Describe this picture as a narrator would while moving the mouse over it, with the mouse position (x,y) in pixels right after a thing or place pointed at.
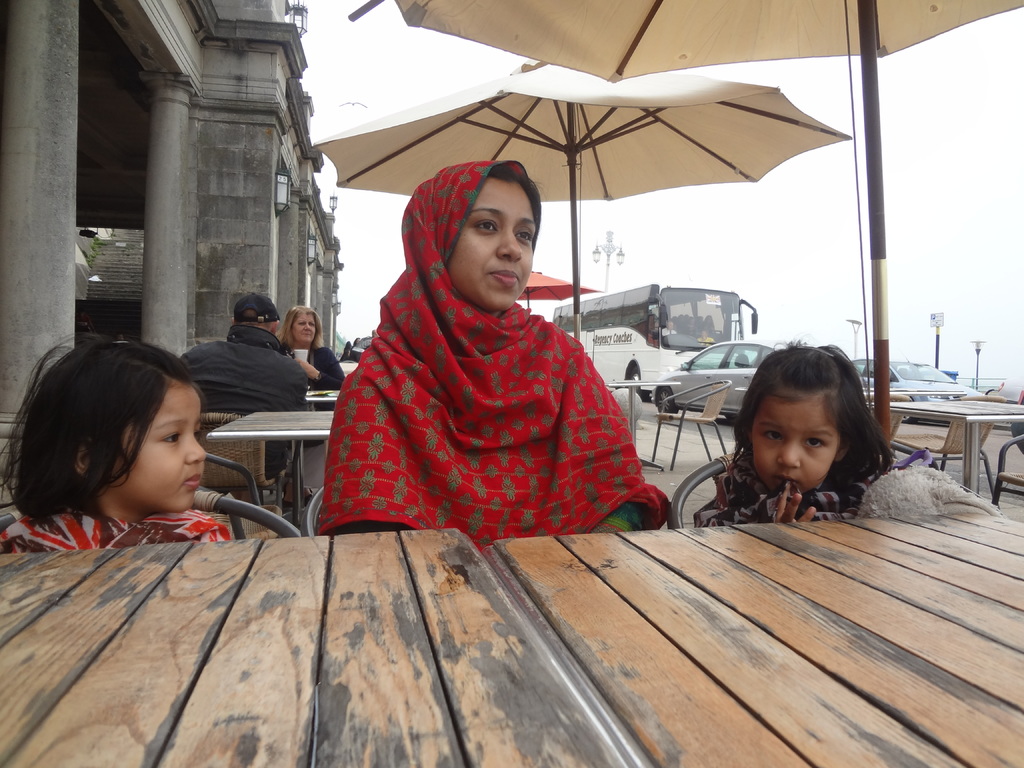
In this image there are a few people (423,500) sitting around the tables (453,564), umbrellas (547,171), a building (301,167), few vehicles (934,380) on the road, lights (604,260) to one of the poles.
